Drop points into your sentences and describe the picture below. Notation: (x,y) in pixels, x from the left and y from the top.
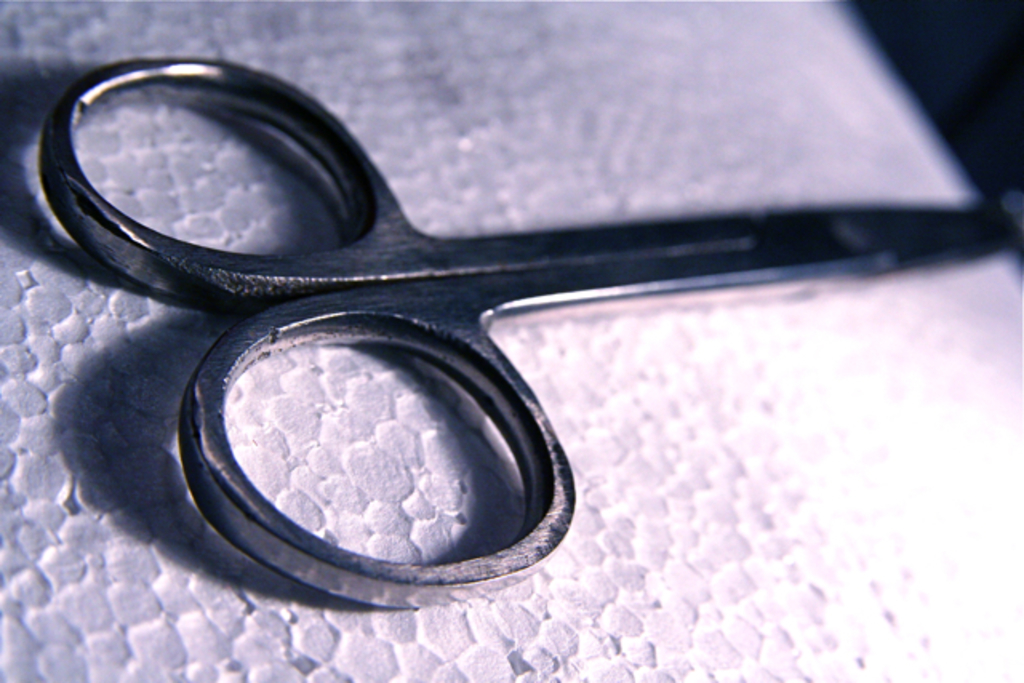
In this picture we can see scissors (396,269) in the front (409,289), at the bottom (551,606) it looks like a styrofoam (543,632).
